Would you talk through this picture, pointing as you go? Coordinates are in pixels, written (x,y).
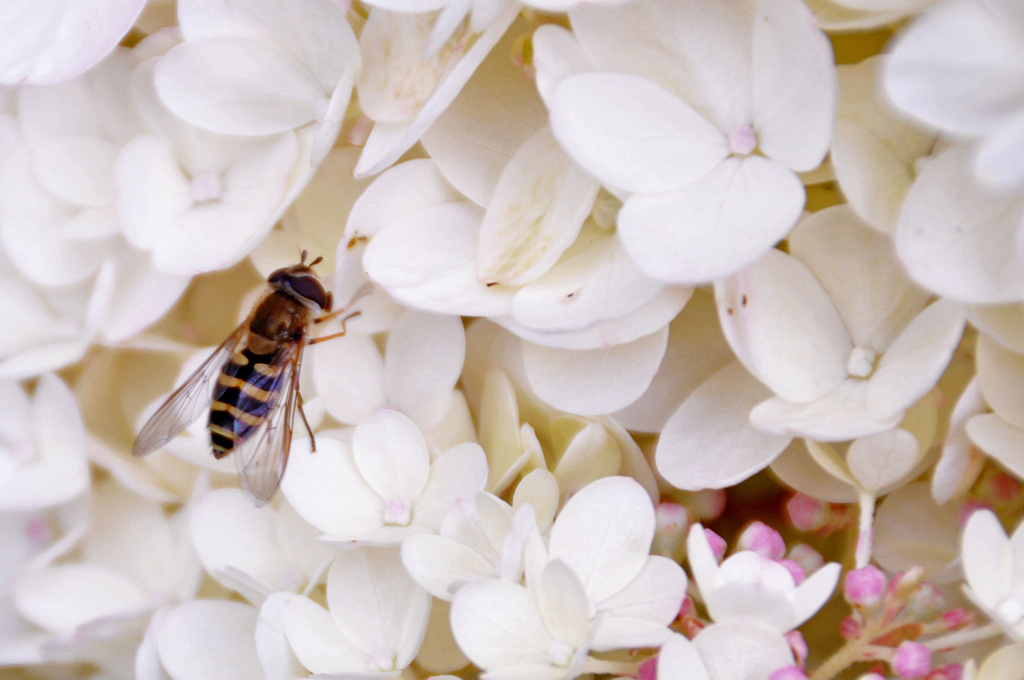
In this image I can see number of white colour flowers (451,228) and on the left side (295,385) I can see an insect (297,370) on the flower (323,347). On the bottom right side of this image (879,675) I can see number of pink colour buds (811,519).
